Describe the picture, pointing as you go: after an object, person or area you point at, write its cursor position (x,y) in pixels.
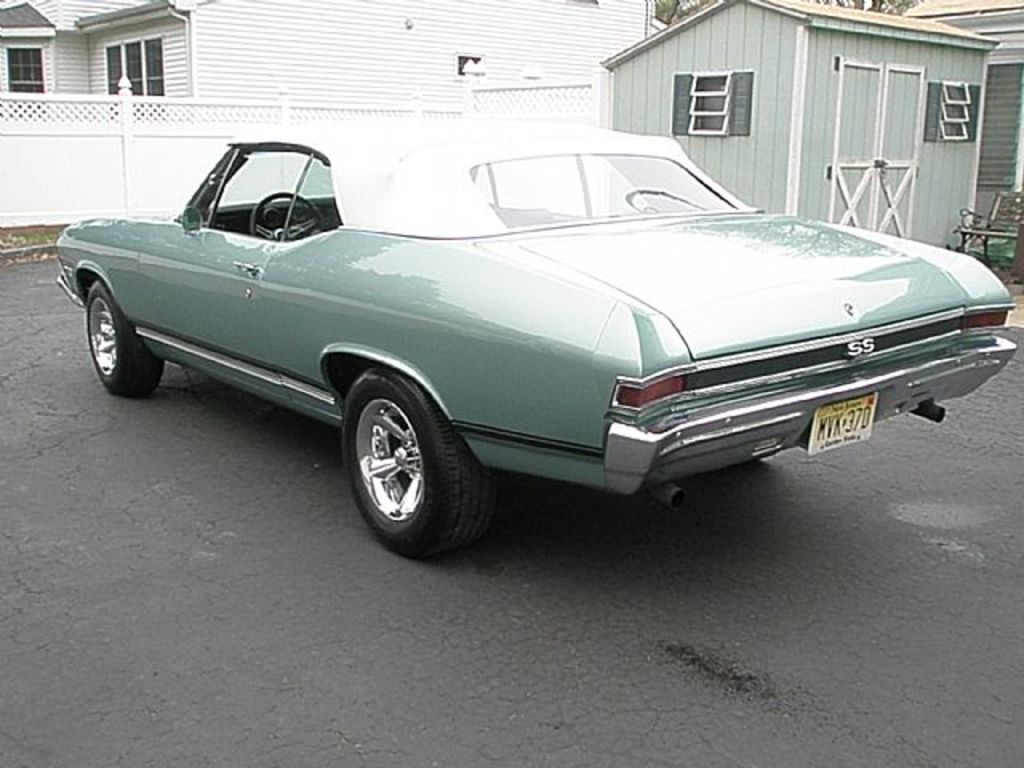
In this image, there is a road (164,659) and there is a car (276,399) on the road (50,282), there is a white color wall (30,163), at the background (178,76) there is a white color house (298,54).
